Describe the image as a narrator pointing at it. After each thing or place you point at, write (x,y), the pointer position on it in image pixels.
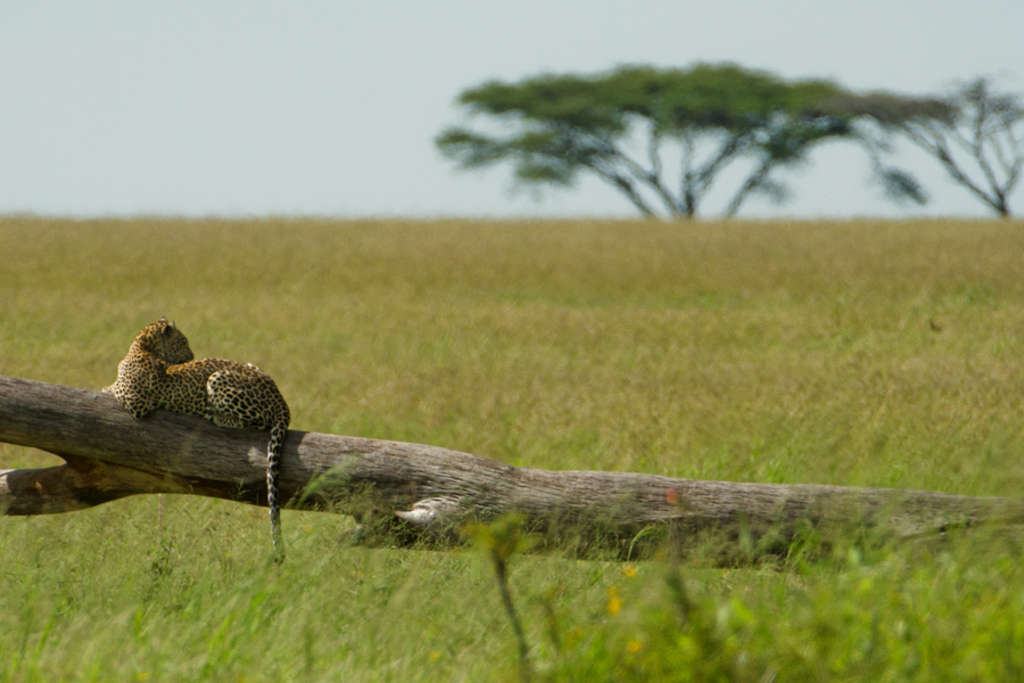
In this picture we can observe a leopard (174,383) lying on the log of a tree (365,473). There is some grass (412,395) on the ground (621,329). In the background (712,147) there are trees (747,119) and a sky (283,115).
